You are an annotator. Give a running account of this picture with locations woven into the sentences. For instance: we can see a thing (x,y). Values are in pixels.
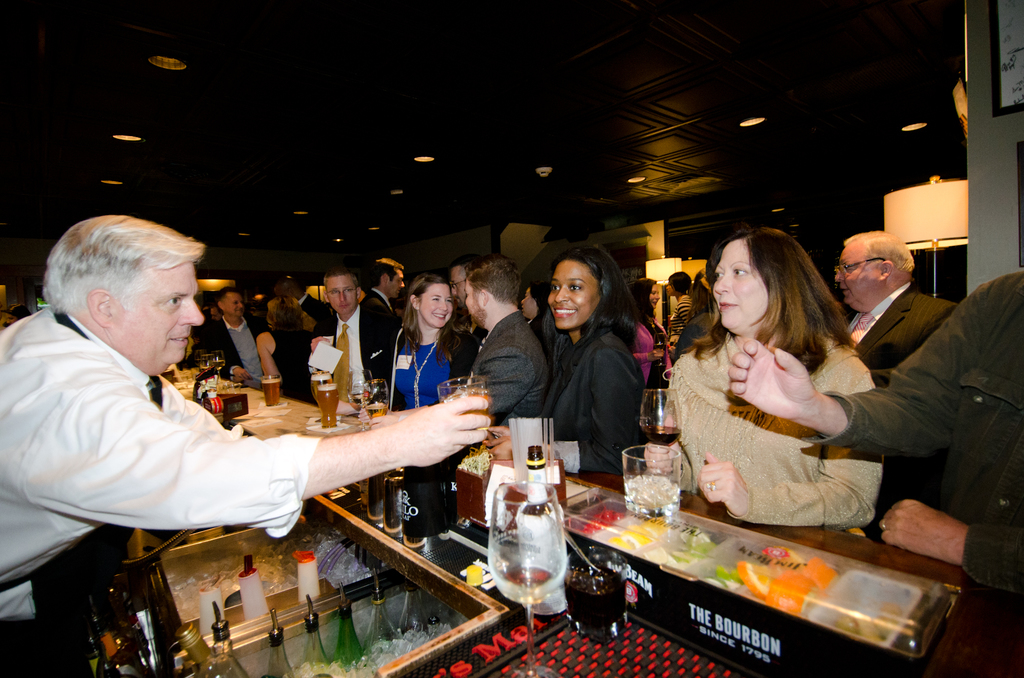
On the left side of this image (107,423) there is a man (111,417) standing and holding a glass (464,391) in the hand (461,431). In front of him there is a table (442,574) on which many bottles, wine glasses (352,395) and some other objects (652,551) are placed. Under the table (390,535) many bottles (222,649) are arranged in the boxes (232,608) along with the ice cubes (406,638). Beside the table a crowd of people (588,365) standing and few (565,342) are smiling. On the right side (1012,56) there is a frame (1015,77) attached to the wall (982,177). In the background (917,233) there are few lights (947,233). At the top of the image (501,96) I can see the roof (559,103).
